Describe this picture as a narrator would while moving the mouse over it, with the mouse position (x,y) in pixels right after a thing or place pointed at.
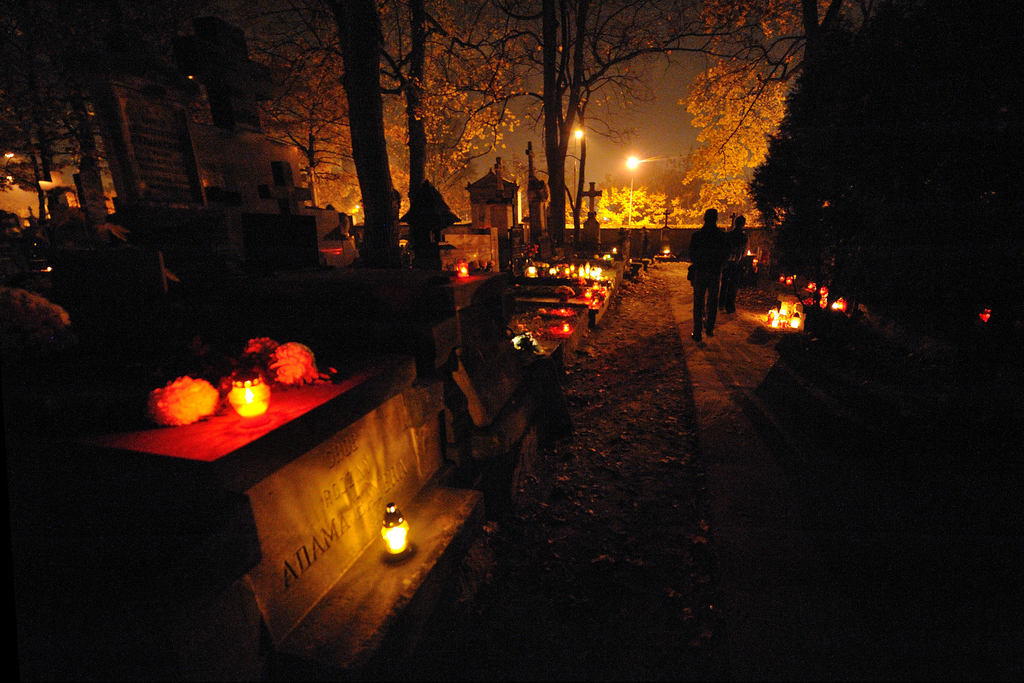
It is a graveyard (613,547), in the left side (241,394) there are lights (401,552) on it. In the middle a person (723,285) is walking, there are trees (236,10) at here.
